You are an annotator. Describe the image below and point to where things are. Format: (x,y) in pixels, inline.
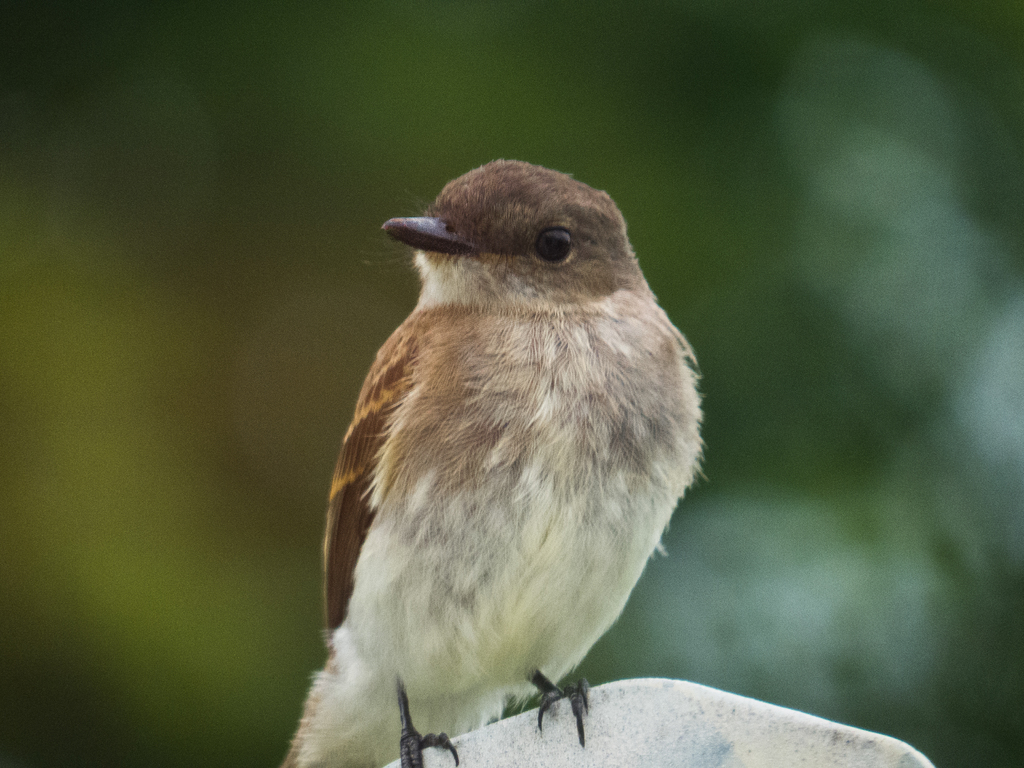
In this image I can see a bird (440,486) which is brown, black and cream in color on the white colored object (601,717). In the background (824,591) I can see green colored objects (819,300) which are blurry.
